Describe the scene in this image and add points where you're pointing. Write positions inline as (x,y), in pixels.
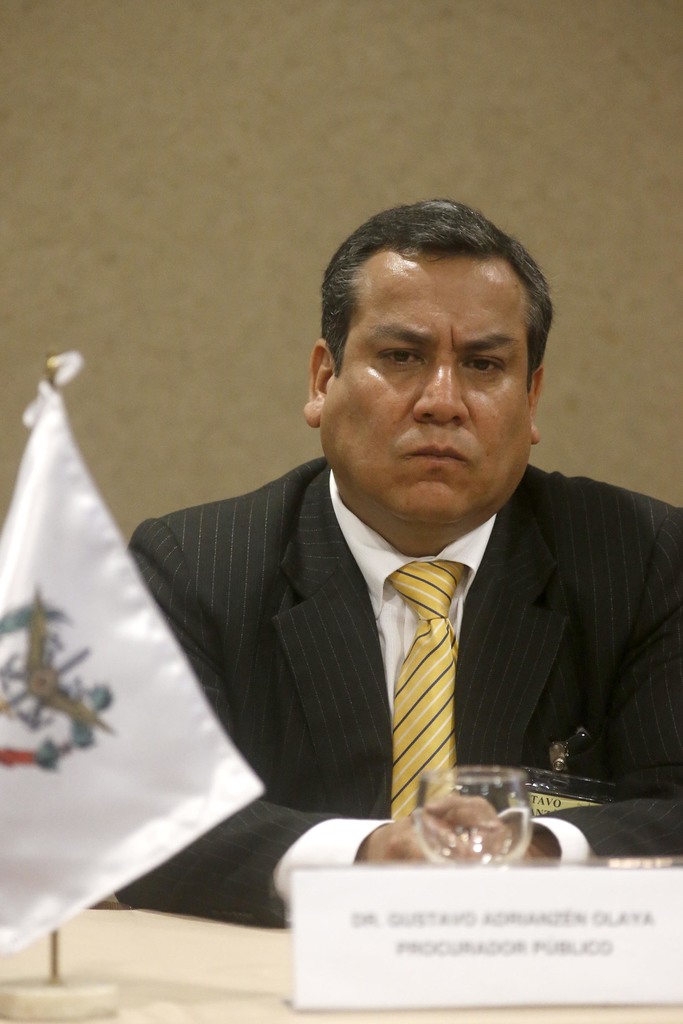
This image consists of a man (632,854) wearing a suit (392,771). In front of him, there is a table (249,1016) on which we can see a small flag (216,820), name board (561,927) and a glass (521,827). In the background (680,473), there is a wall (571,400).
